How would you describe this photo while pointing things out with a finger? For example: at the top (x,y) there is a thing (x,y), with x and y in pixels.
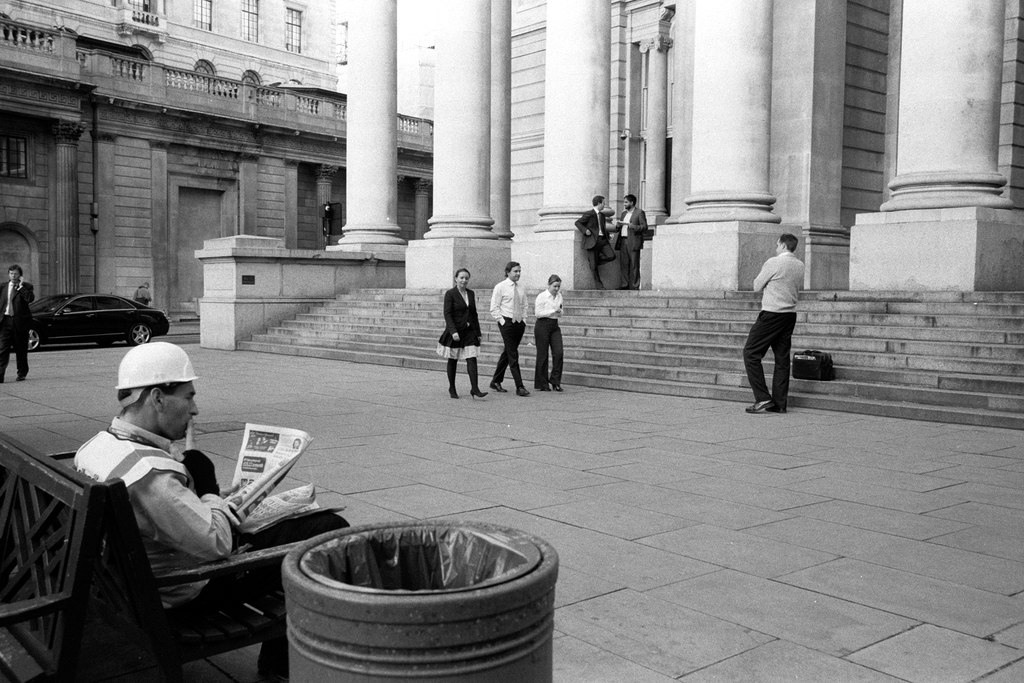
In this picture we can see a group of people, some people (519,389) are walking, some people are standing and one person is sitting on a bench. In the background (355,348) we can see buildings (1008,136), car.
